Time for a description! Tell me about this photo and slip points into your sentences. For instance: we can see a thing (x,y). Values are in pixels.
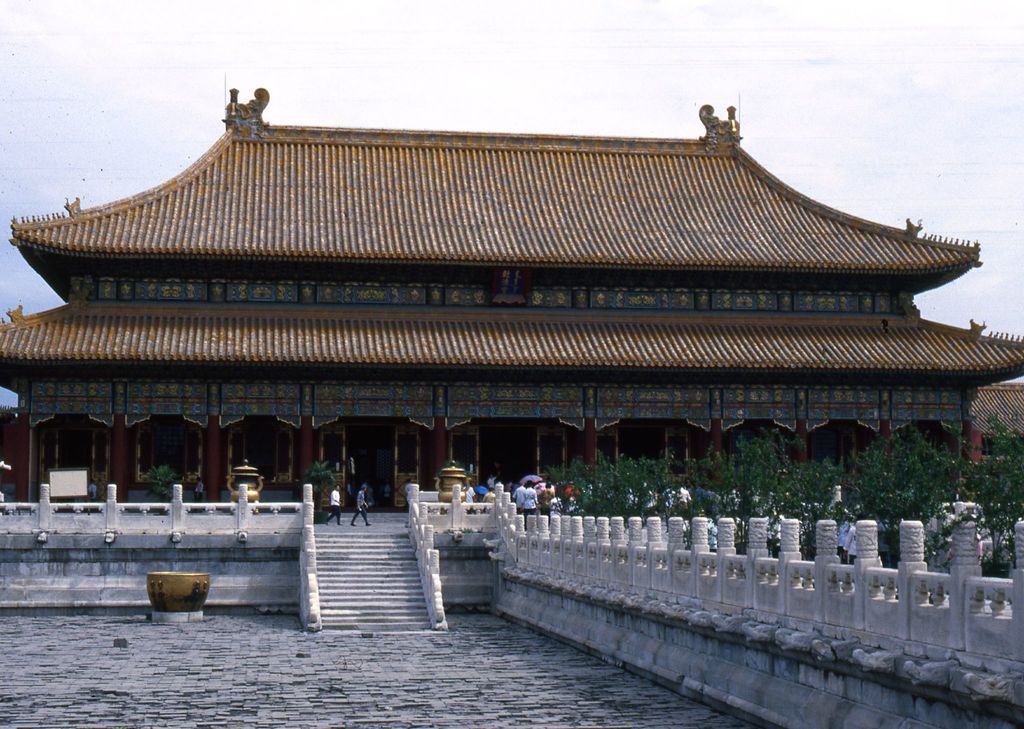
In this picture I can see the staircase (368,596) in the middle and also there are few persons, on the right side (996,485) there are trees (584,481). At the top (620,205) there is a building (503,337), in the background (665,61) there is the sky (626,56).
